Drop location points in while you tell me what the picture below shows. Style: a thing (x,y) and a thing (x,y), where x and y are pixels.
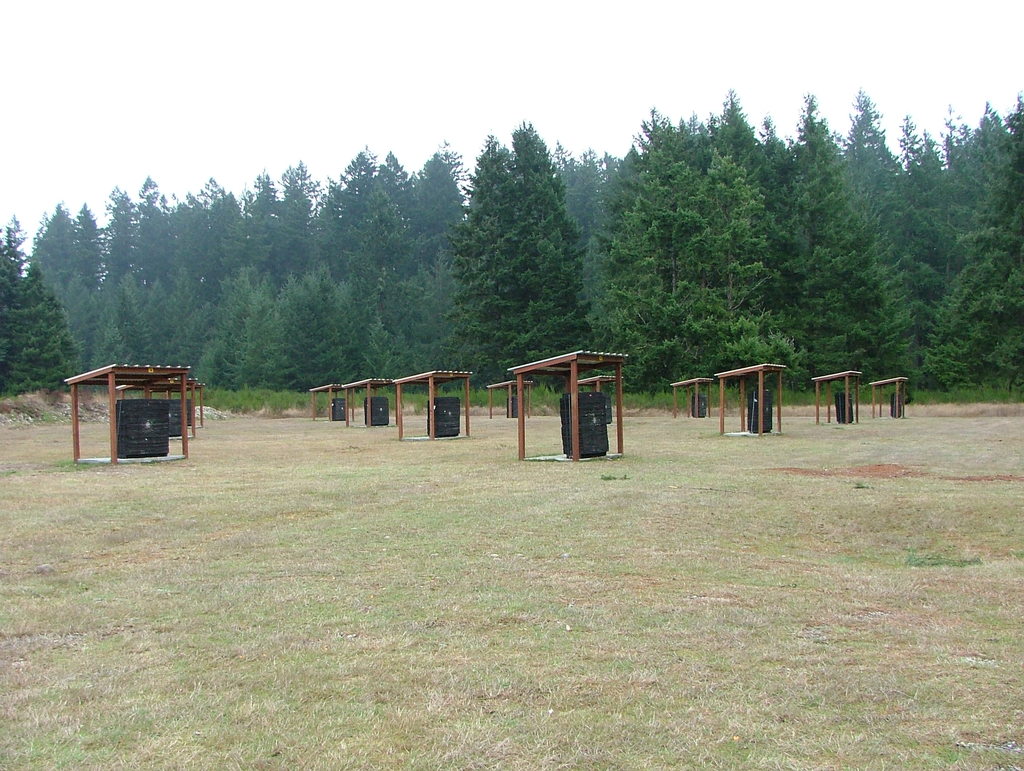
In the picture there is a ground (740,724), on the ground (740,724) there are small sheds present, in the sheds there are black color objects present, there are trees (534,294), there is a cloudy sky (23,18).
